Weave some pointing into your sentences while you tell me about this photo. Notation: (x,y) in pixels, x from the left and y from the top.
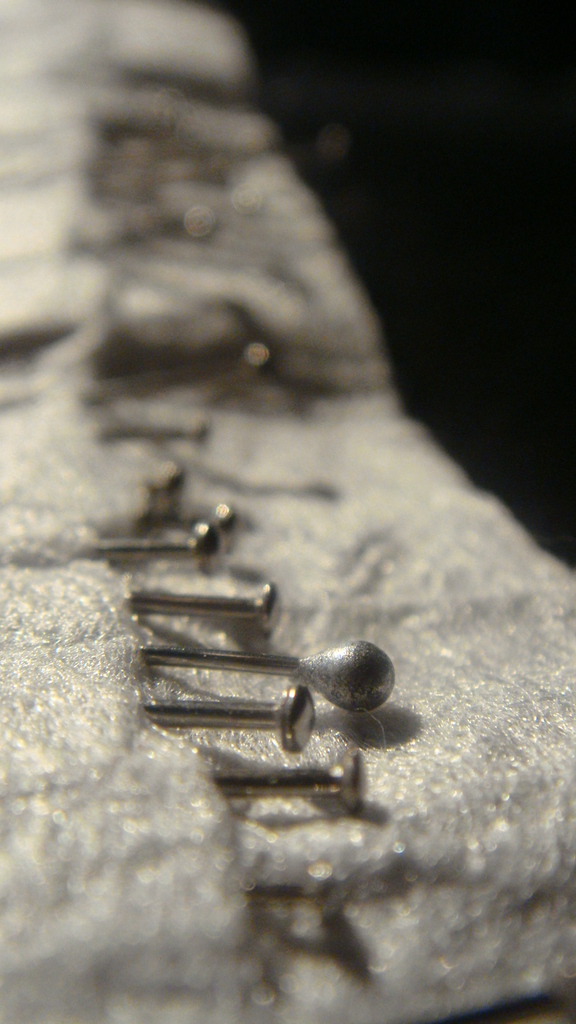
In this image, we can see few pins (198,721) and cloth (336,847). Background (403,358) there is a blur view.
